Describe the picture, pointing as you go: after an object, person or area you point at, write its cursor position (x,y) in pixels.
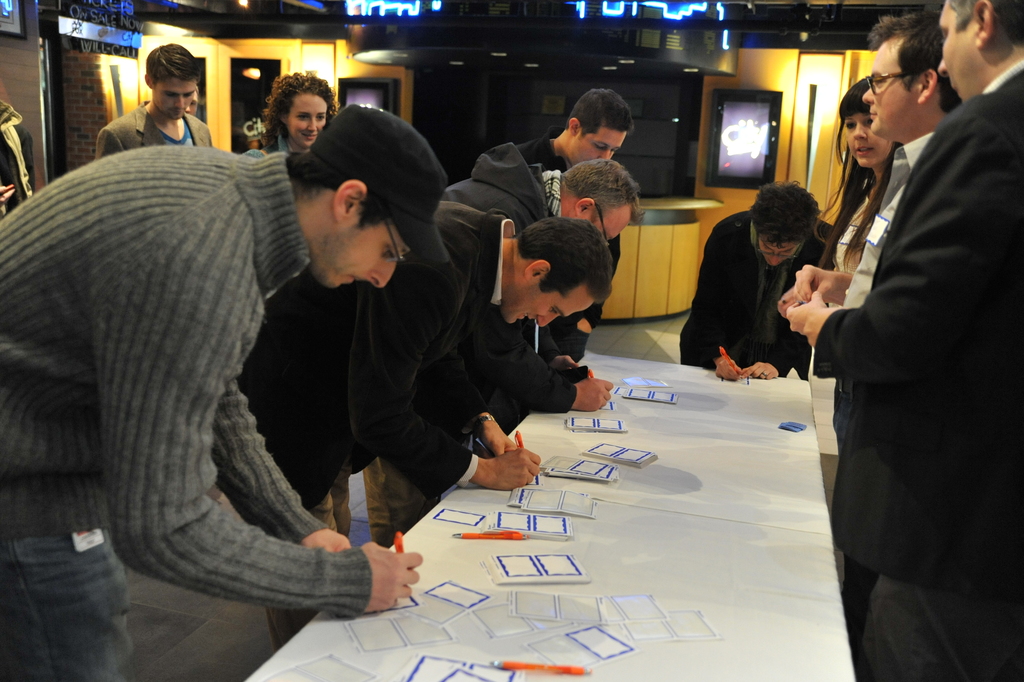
In this picture I can observe some people (365,250) standing around the table (624,509). Some of them are writing on the labels (429,595). They are men (542,258) and women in this picture.
